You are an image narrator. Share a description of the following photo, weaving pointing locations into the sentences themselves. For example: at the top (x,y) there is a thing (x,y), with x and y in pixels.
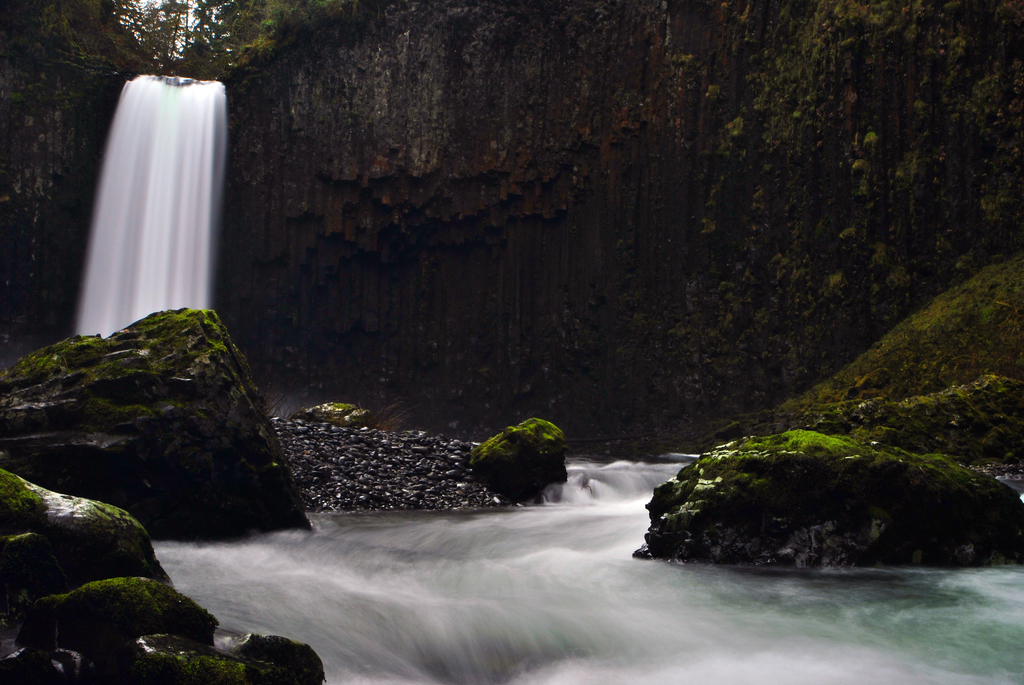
In this picture I can see water (119,181) flowing and I can see few rocks (12,560) and trees (209,35).
